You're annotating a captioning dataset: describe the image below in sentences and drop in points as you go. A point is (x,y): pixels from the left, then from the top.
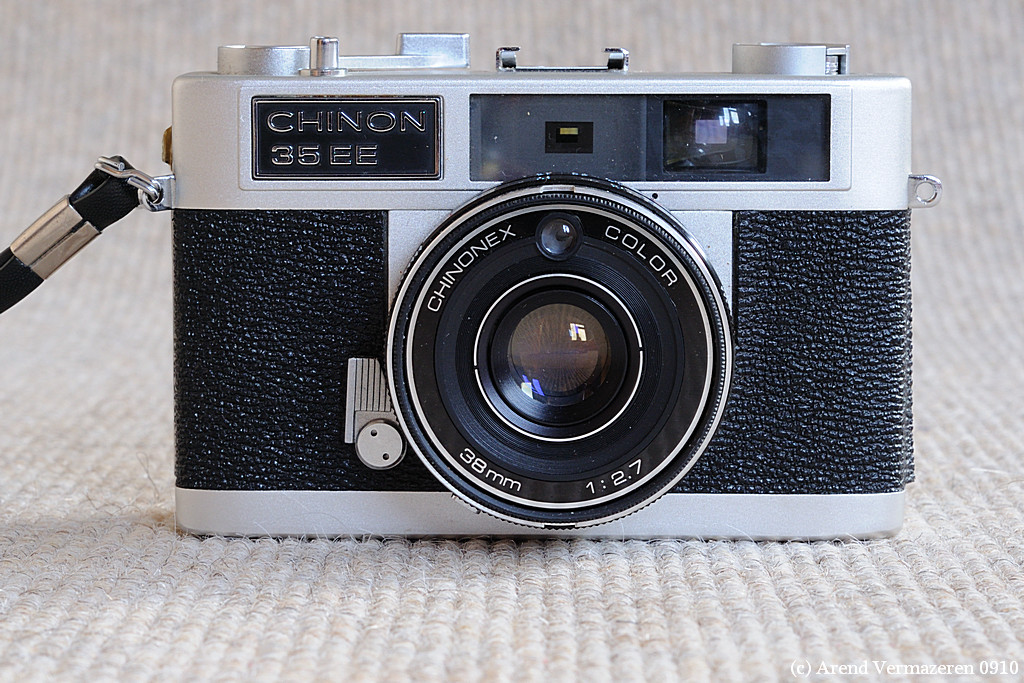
This is a zoomed in picture. In the center (650,378) there is a camera (208,124) placed on a white color object (770,585). We can see the text (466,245) on the camera (499,260) and the different parts (608,123) and a button (320,49) of a camera (621,452). At the bottom right corner (910,670) there is a watermark (890,666) on the image.
